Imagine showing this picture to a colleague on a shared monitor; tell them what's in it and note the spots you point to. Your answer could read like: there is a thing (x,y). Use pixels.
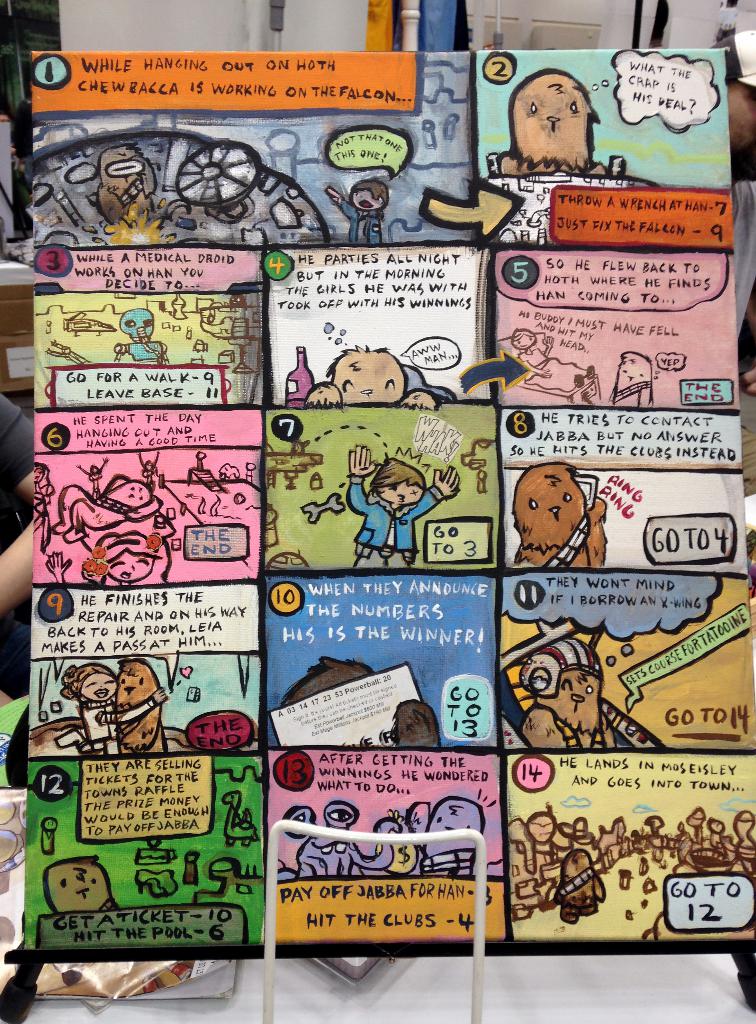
In this picture we can see a board (198,762), on which we can see some painted papers (278,518), behind we can see a person hand (14,578).
